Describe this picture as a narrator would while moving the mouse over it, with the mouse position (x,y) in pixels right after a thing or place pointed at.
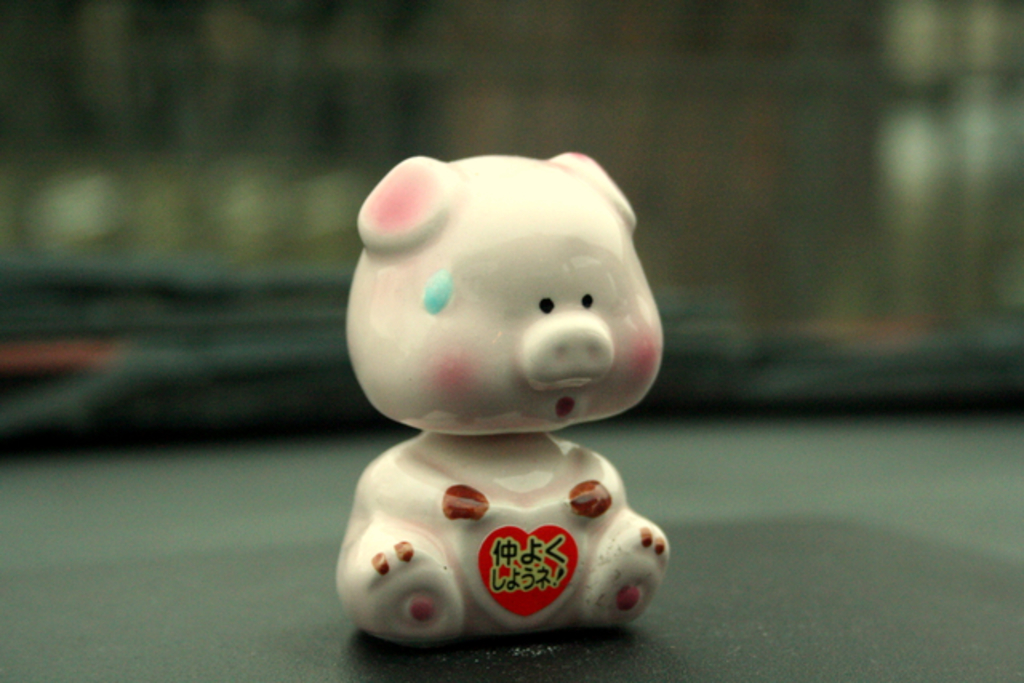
In this image there is a toy (440,493) visible on the dashboard (160,571) and background (811,36) is too blur.
